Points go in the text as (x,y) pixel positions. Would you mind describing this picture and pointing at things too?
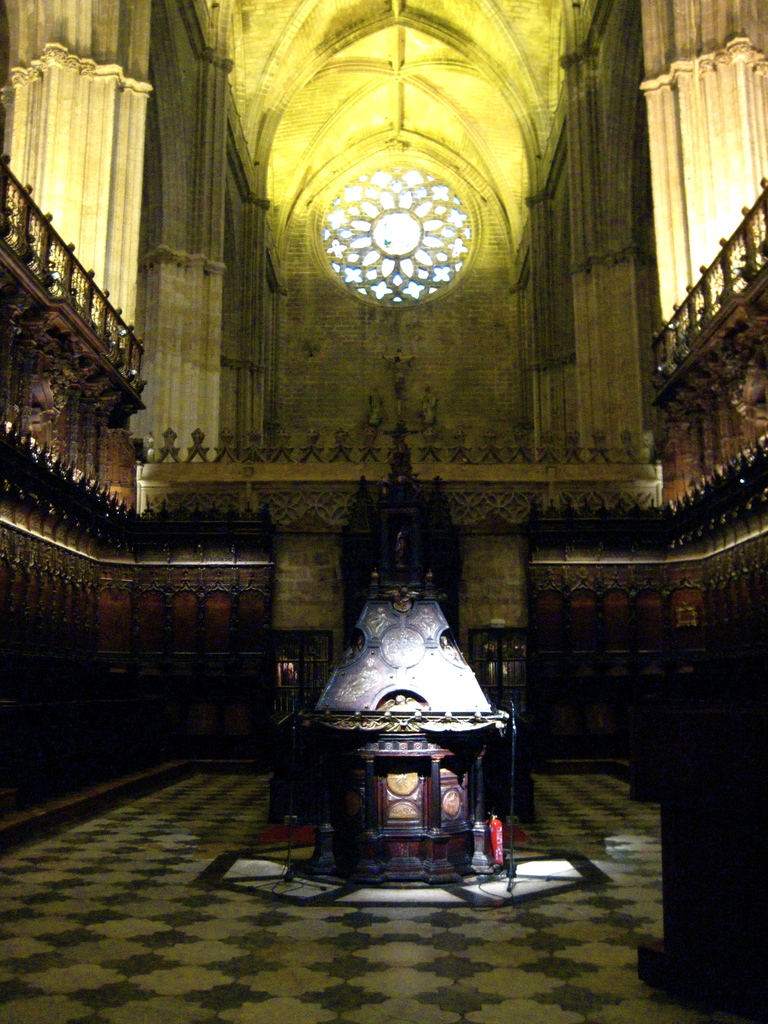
This picture is clicked inside. In the center (390,605) there is a wooden object (423,718) placed on the ground (480,882). On the right (727,310) and on the left (109,345) we can see the deck rails (109,345). At the top (356,21) there is an arch (435,155) and we can see the window (390,243) and the pillars (194,274).
